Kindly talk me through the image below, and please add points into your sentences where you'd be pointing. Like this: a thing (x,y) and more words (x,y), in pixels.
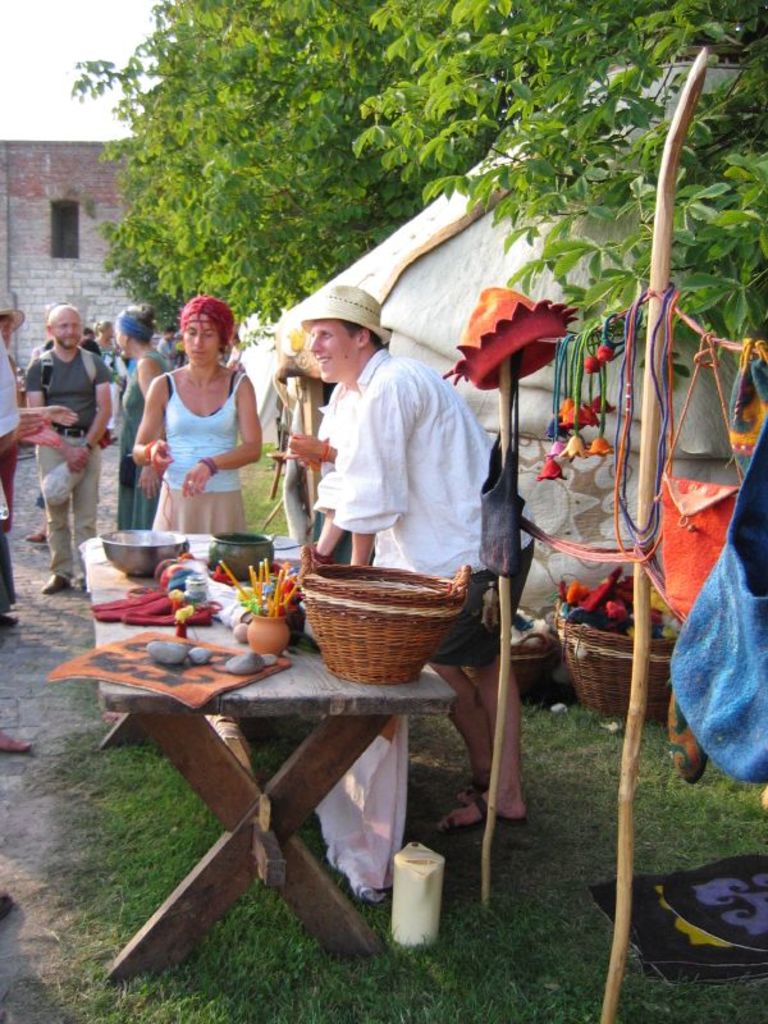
On the right side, there is a person (458,407) in a white color shirt (384,357), keeping one hand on the wooden table (288,653) on which, there is a basket (347,632), there are vessels (232,560) and there are other objects (220,562). This table (301,906) is on the grass (258,909) on the ground (253,957), there are wooden poles (503,660), there is a tree (730,166) and there is a shelter (465,288). In the background (234,417), there are persons (241,427) standing, there are trees (158,214), there is a building (30,157) and there is a white sky (67,69).
